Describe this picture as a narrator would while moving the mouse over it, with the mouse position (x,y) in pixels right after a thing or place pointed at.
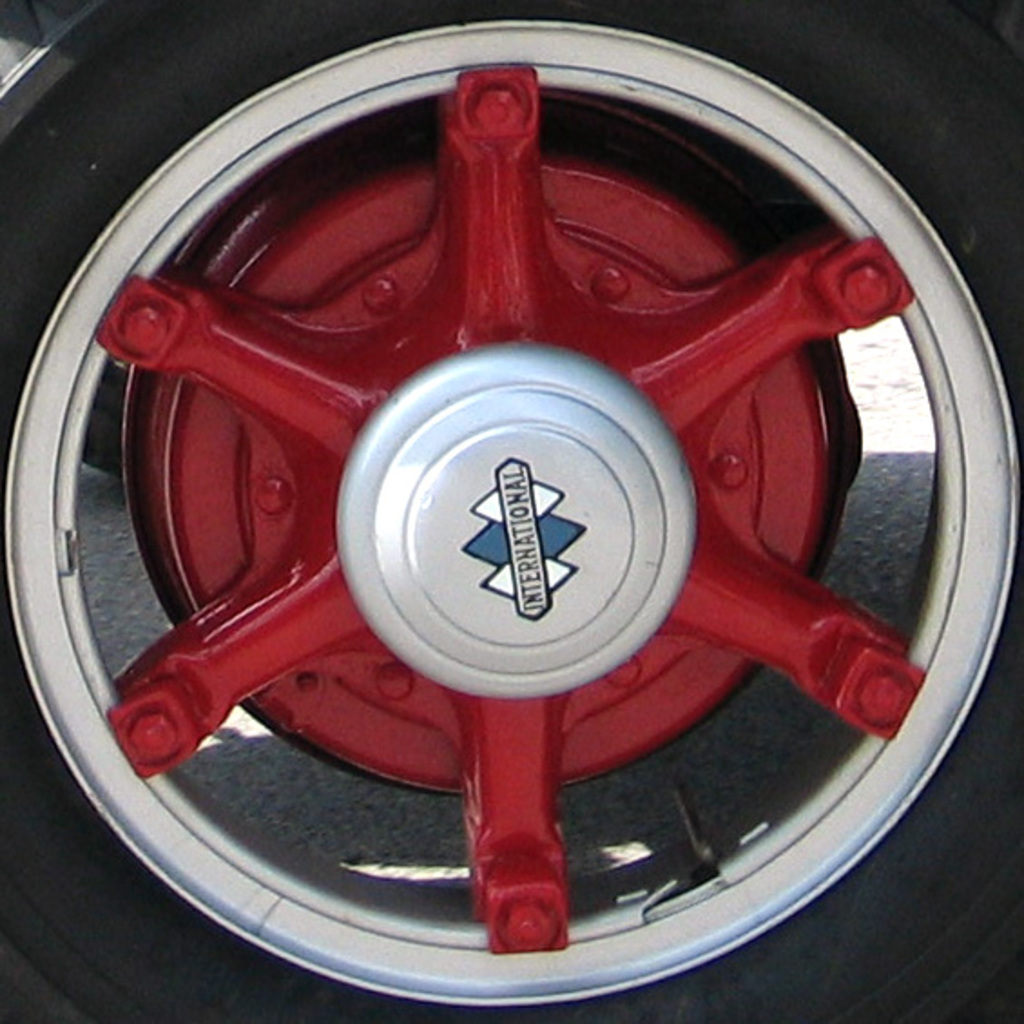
In this image I can see a red and silver colour thing (420,420). I can also see something is written over here.
